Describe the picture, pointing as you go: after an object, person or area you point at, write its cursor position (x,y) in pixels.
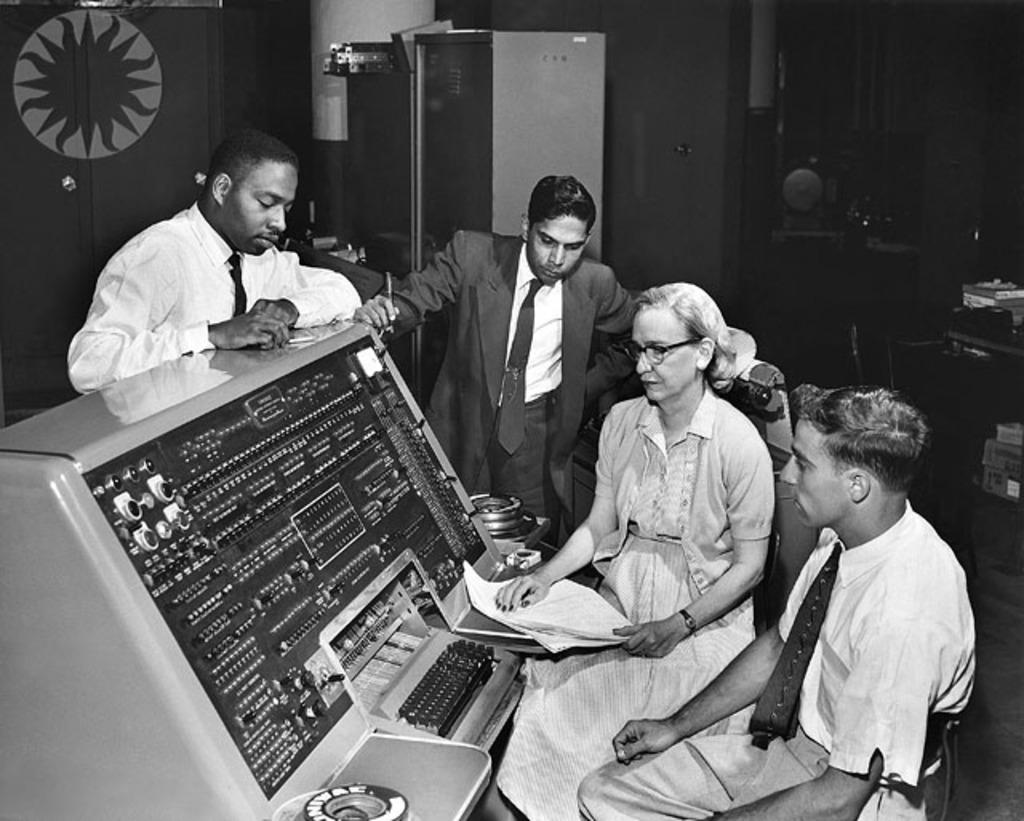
In this image I can see four people (382,305). I can see two people (602,539) are sitting and two (134,314) are standing. In-front of these I can see the electronic equipment (176,541) and there is a key board (426,713) in-front of it. In the background (185,178) I can see the cupboards (192,172) and the books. This is a black and white image.
